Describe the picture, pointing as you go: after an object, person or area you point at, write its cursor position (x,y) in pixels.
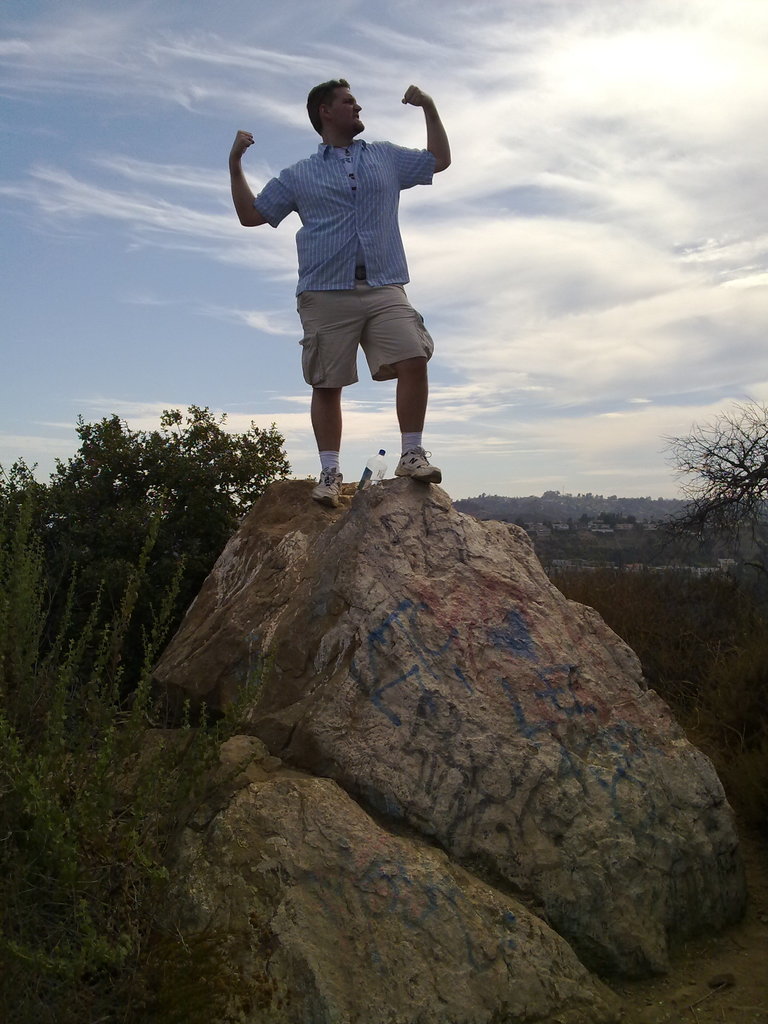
In this image we can see a person (321,248) is standing on the mountain (394,761). Behind trees (109,569) are there. The sky (632,260) is in blue color with some clouds (560,247).
